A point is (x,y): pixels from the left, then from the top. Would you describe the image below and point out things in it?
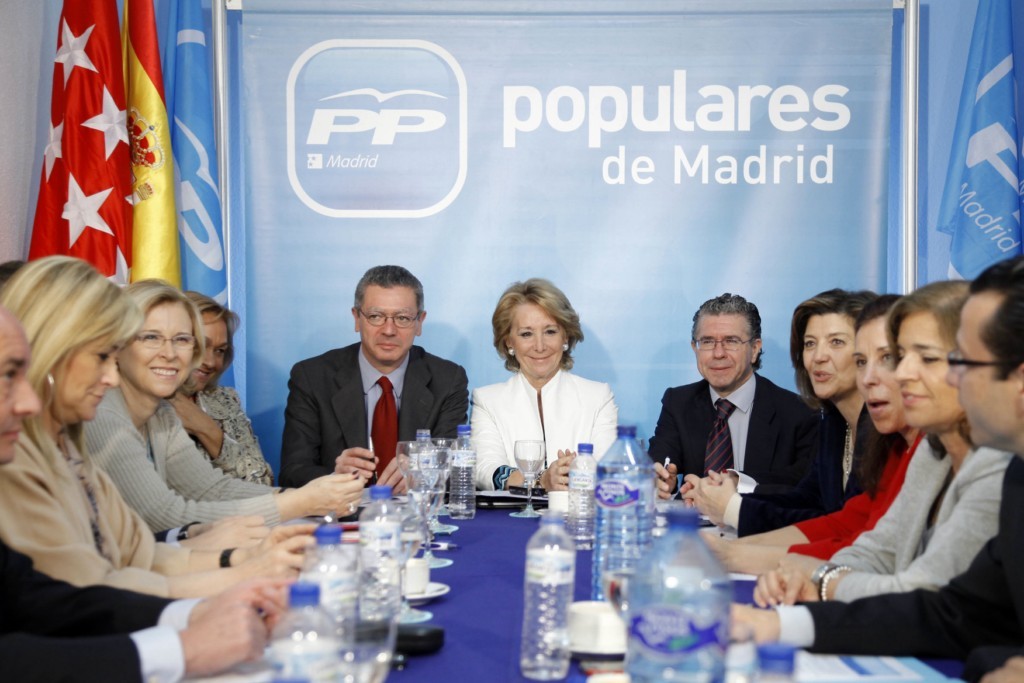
In this image there are people (672,438) sitting on the chairs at the table (462,563). On the table (506,574) there are water bottles (388,543), cup (413,583) and saucers (434,593) and wine glasses (536,465). Behind them there is a banner (737,125). There is text (420,127) on the banner (482,127). On the either sides of the image there are flags (977,132).
